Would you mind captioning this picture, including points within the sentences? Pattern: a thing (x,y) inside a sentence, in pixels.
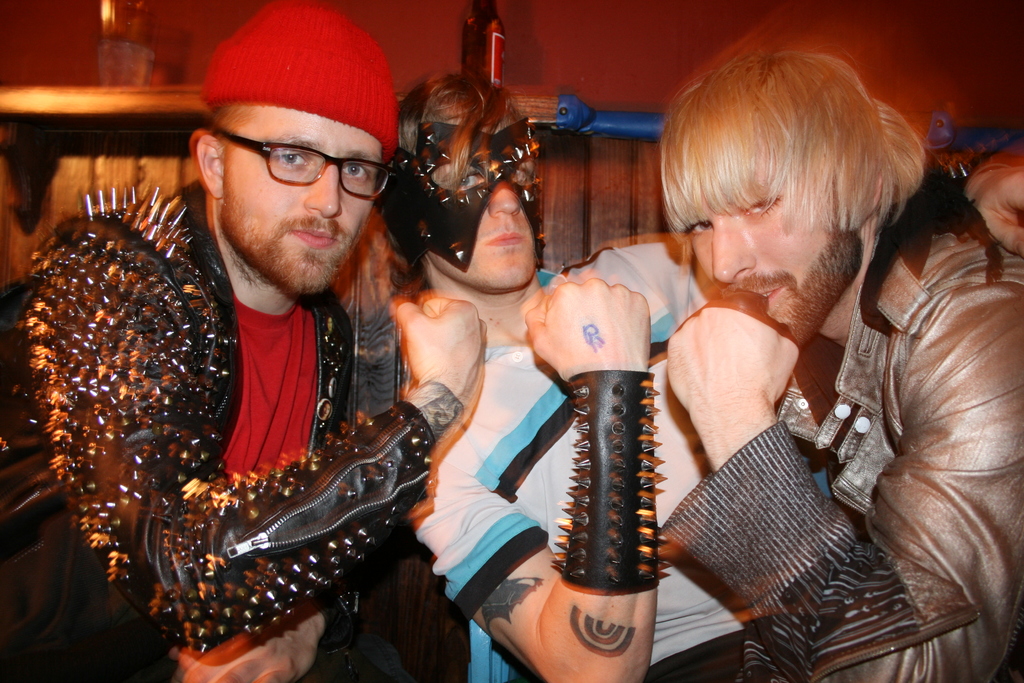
In this image we can see these people (665,462) are wearing different costumes (943,500) are sitting here. In the background (531,13), we can see a bottle (466,68) and the wooden wall (562,180).
